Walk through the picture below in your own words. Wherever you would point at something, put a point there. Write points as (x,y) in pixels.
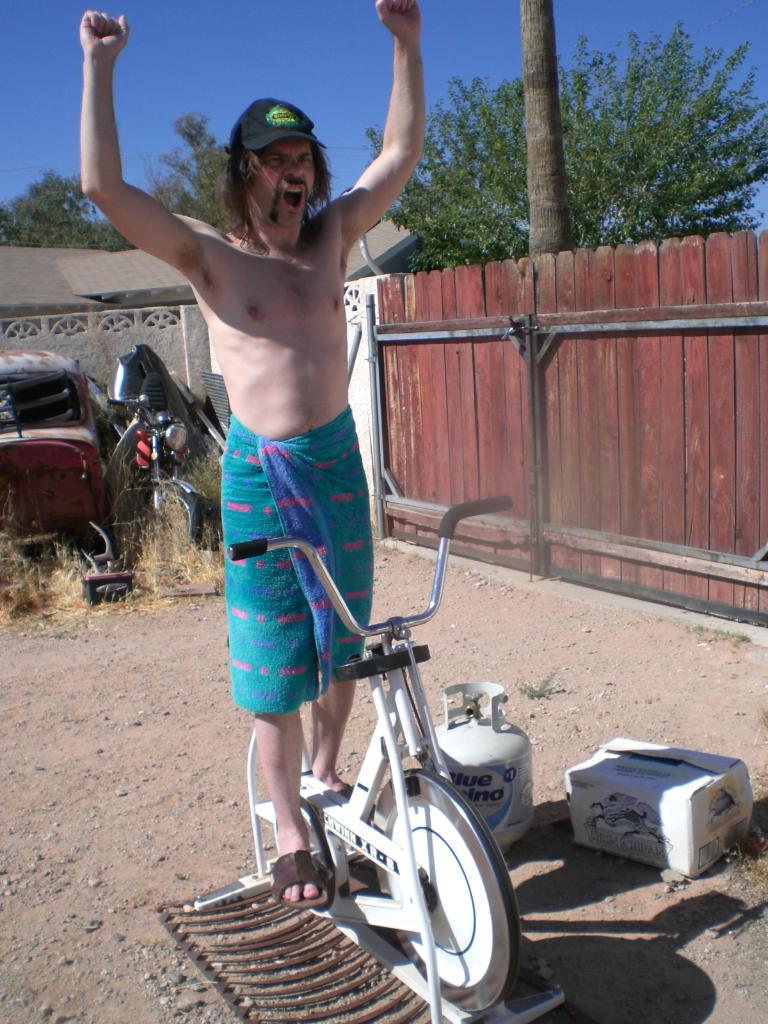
In this image there is a person (345,565) standing on a bicycle (361,798), at the background (748,173) there is a gas tank (530,760), box (643,858), wooden fence (499,281), tree (668,74), car (13,405), motor bike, house (5,254), sky (364,8).
